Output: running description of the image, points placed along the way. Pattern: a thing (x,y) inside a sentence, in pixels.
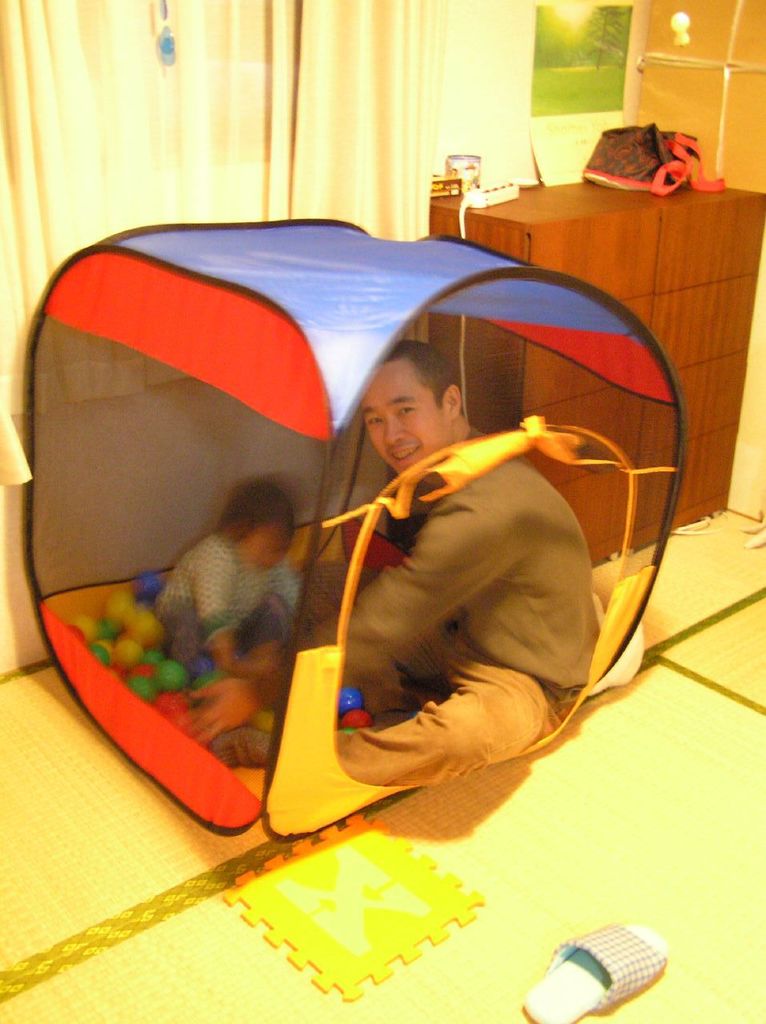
In this picture, we see a man (417,614) and the child (237,527) are sitting inside the play tent (328,509) and they are playing with the balls (207,656). They are smiling. Beside them, we see a yellow color board (320,906). Beside that, we see a slipper (594,989). At the bottom (517,888), we see the tatami floor (159,917). In the background (123,169), we see a curtain (237,166). Beside that, we see a wall (498,7) on which a poster (597,35) is pasted. Beside that, we see a cupboard (618,236) or a drawer (618,236) in brown color on which a bag (650,159) and some objects (514,188) are placed. On the right side (649,34), we see a yellow wall (702,18).
